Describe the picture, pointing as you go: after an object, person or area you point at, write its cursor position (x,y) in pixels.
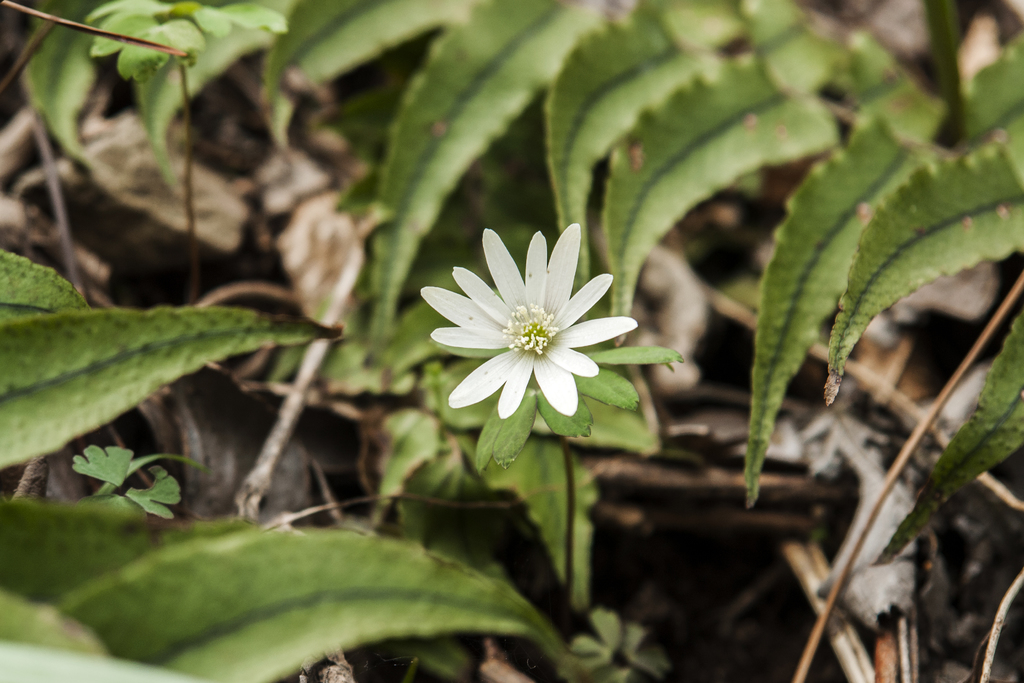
We can see white flower (519,297) and green leaves (392,551).
